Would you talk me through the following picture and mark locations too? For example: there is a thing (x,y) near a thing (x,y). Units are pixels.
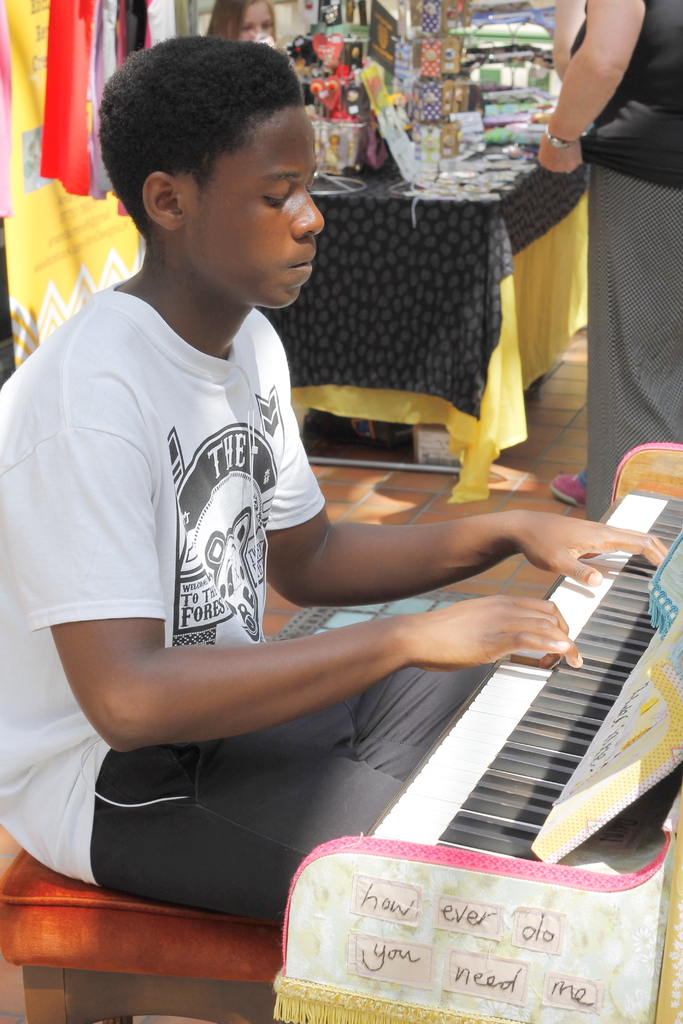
There is a person (111,511) wearing white color T-shirt (222,570) playing a musical instrument (594,649) and at the right side of the image (624,181) there is a woman (624,295) standing and at the background (436,170) there are items (422,29).
